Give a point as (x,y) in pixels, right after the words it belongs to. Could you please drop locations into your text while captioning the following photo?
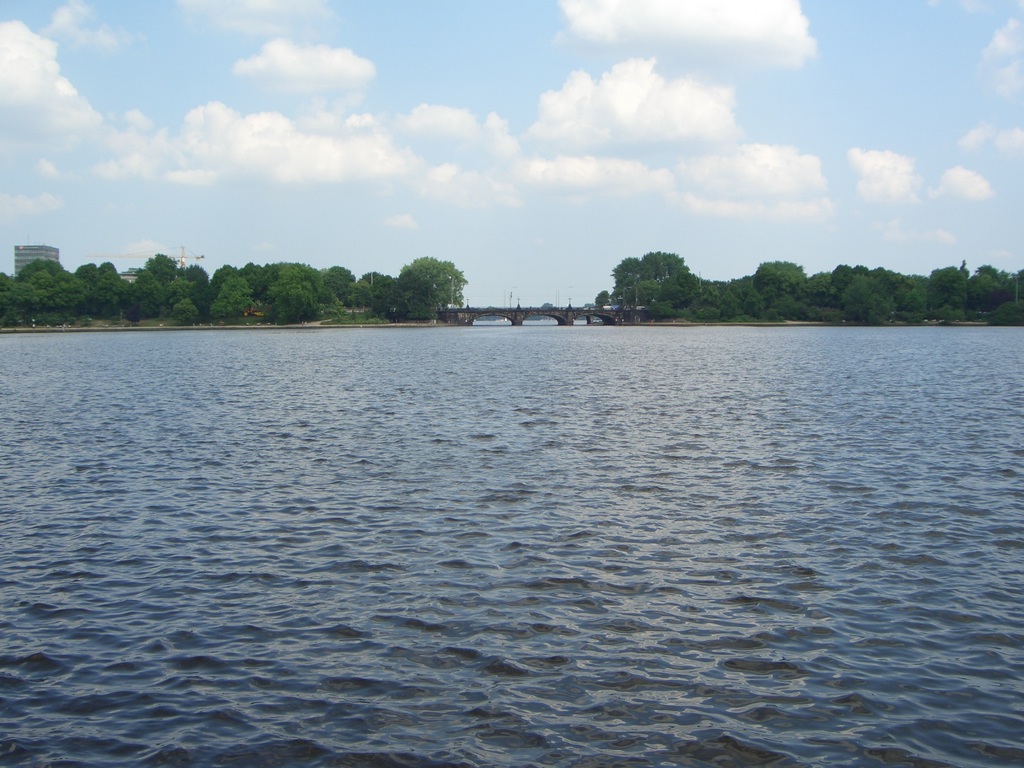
In this image, there is an outside view. In the foreground (726,441), there is a lake (726,453). There is a bridge (531,315) and some trees (291,312) in the middle of the image (512,314). In the background (717,276), there is a sky (721,99).
